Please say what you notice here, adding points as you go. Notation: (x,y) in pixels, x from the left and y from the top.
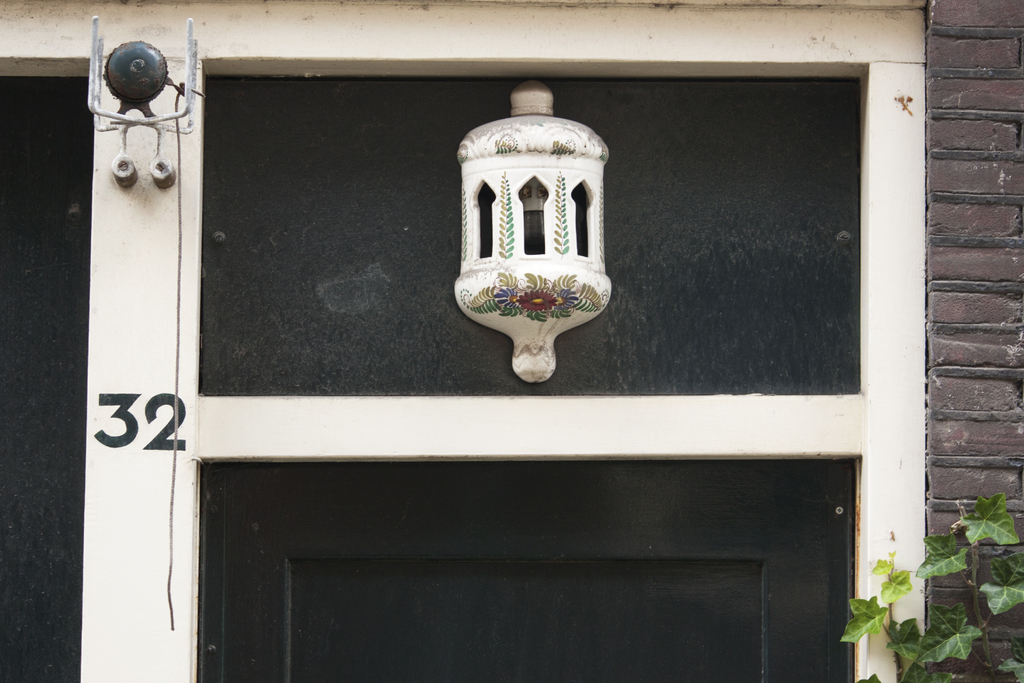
In this picture we can see a door (771,567) and a wall (962,245), plant (946,612). Here it is a bell (118,93) and this is some painting (538,293).
